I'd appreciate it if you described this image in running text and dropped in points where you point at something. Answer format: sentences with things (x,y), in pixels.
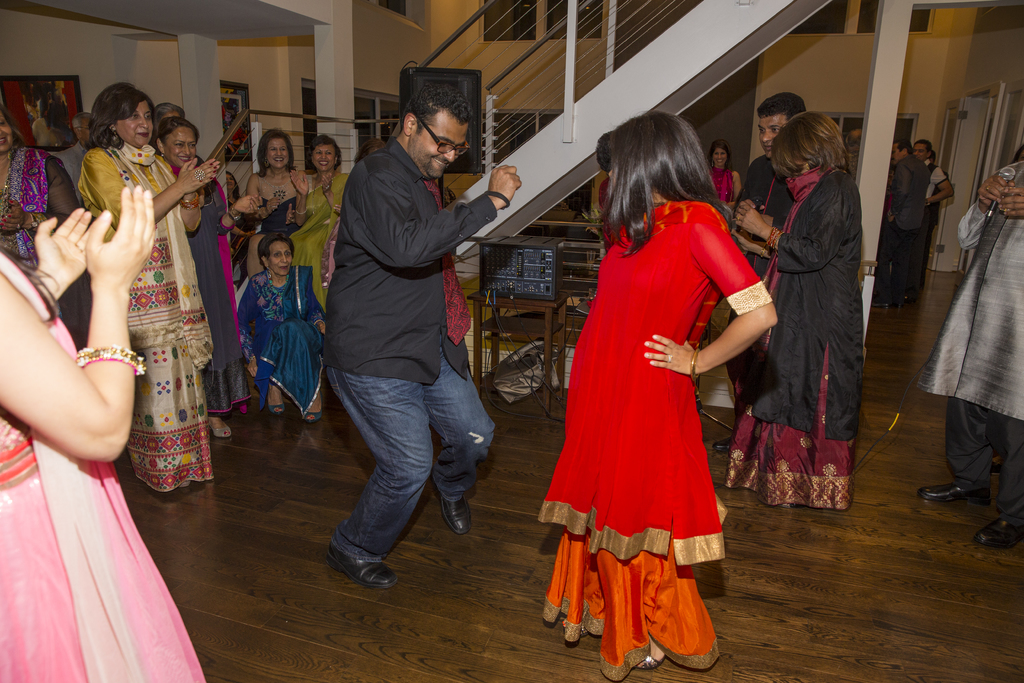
This image consists of some persons (654,472) in the middle (663,265). They are dancing. There are stairs (669,67) at the top (616,107). There is a door (969,141) on the right side (982,142).
